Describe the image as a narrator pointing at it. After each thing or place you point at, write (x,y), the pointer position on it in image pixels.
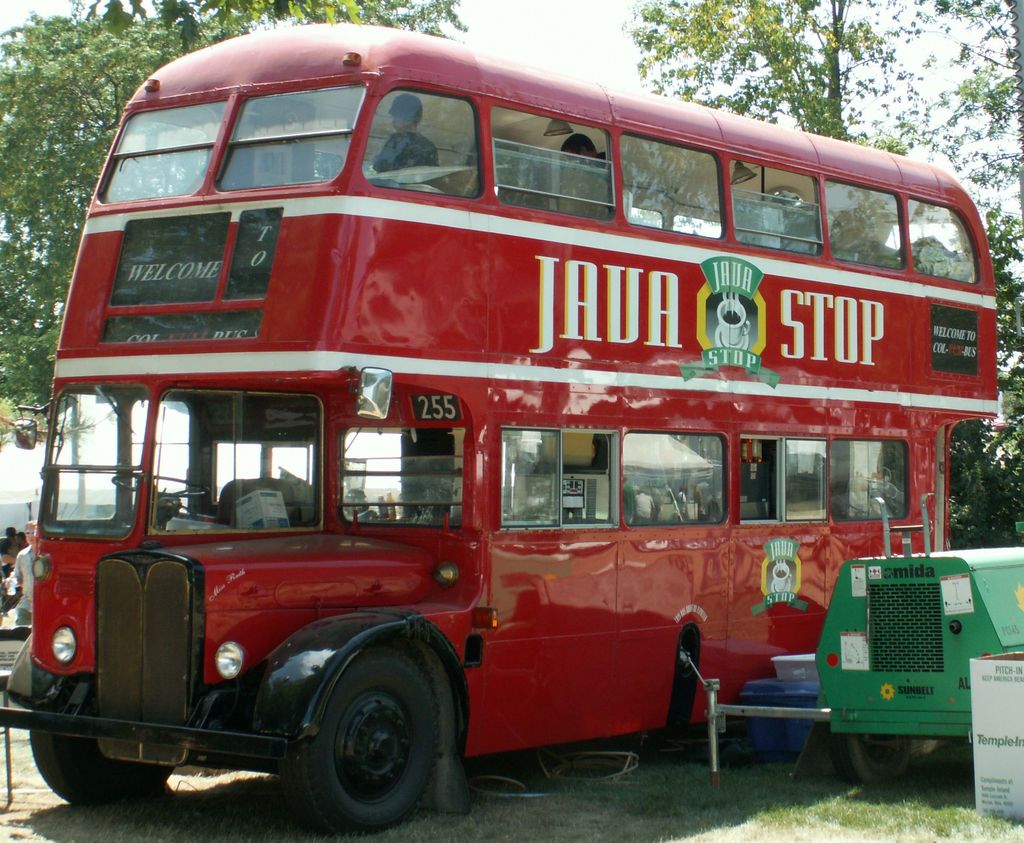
In this image, we can see a red color double decker bus (662,359), there is a vehicle (902,651) on the right side (918,658). we can see some trees (9,97) and the sky (566,27).
